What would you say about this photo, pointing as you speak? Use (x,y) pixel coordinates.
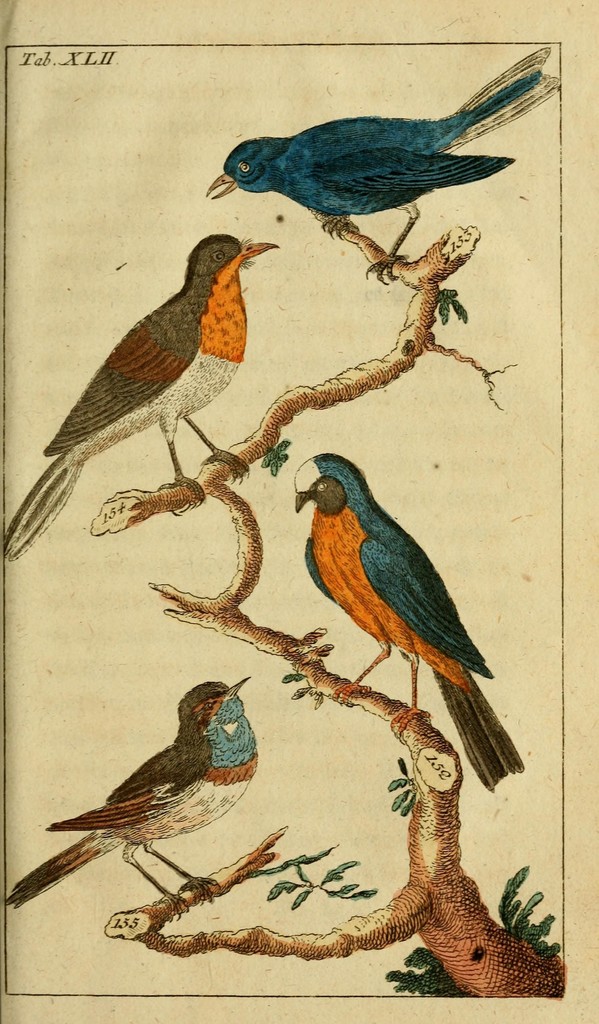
In this image, we can see a poster (399,898). In this poster (329,702), we can see four birds (309,552) are on the tree stem (519,972). Here we can see leaves (527,927). Top of the image (89,60), we can see some text (73,60).
